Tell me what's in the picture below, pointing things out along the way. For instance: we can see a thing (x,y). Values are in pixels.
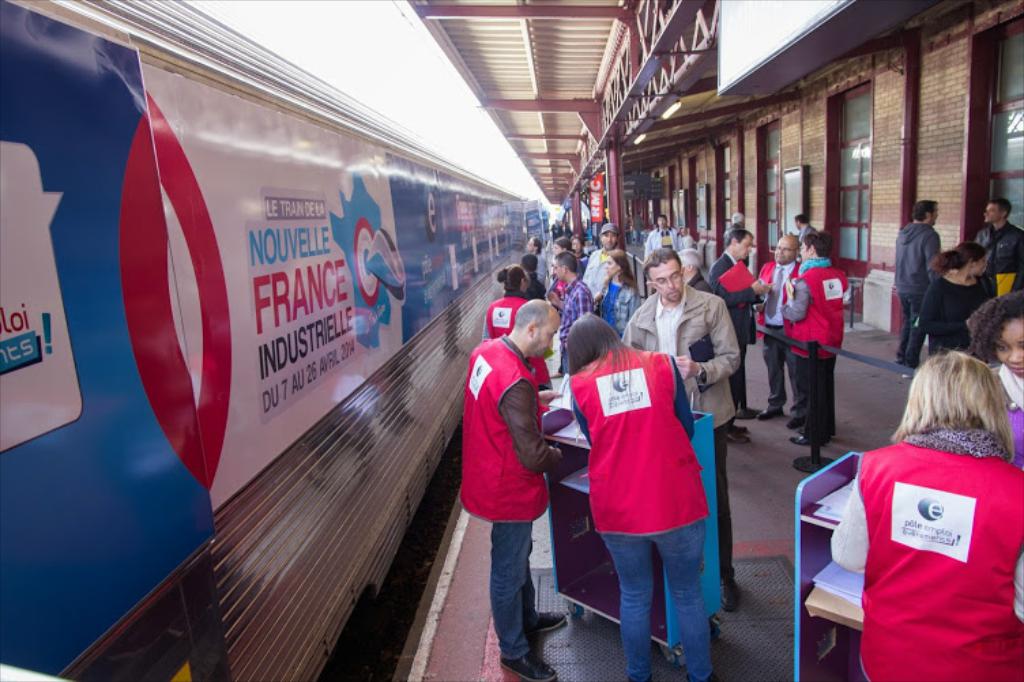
In this image there is a train (234,371) on the tracks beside that there is a building (951,173) and so many people (1004,458) standing on the platform (485,639).
